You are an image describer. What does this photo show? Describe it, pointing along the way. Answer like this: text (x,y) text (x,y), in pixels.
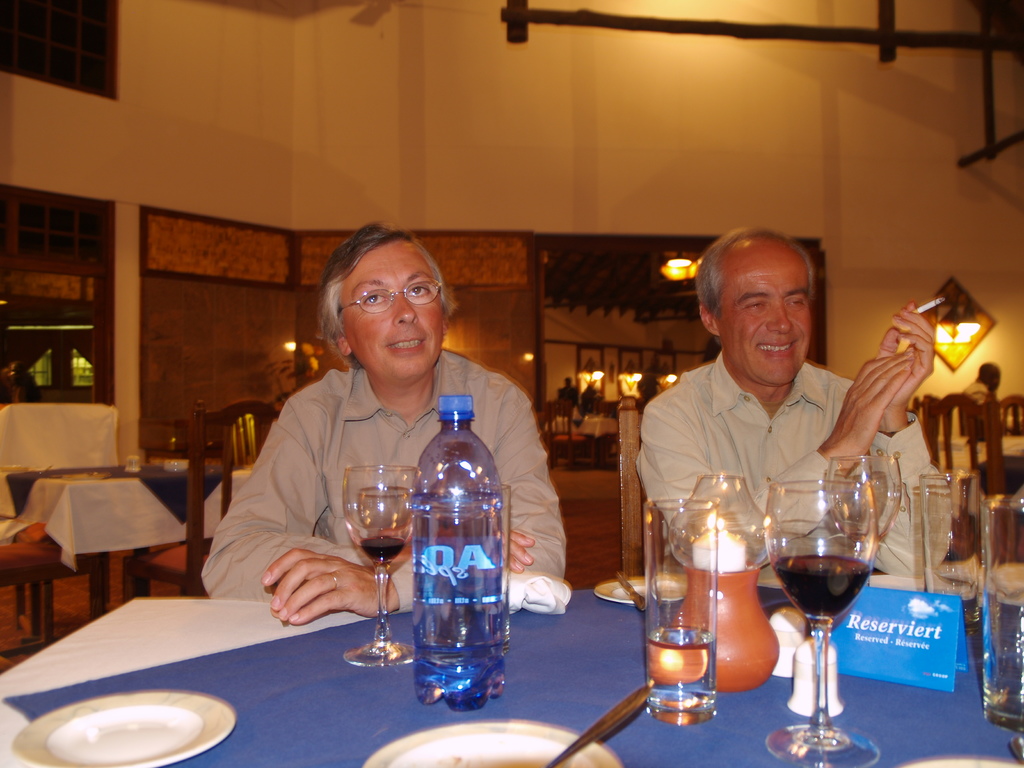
There are two persons (891,451) sitting in front of a table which has glass (664,575) and water bottle (480,565) on it and the person (830,425) in the right corner (846,415) is holding a cigarette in his hand (925,330).
